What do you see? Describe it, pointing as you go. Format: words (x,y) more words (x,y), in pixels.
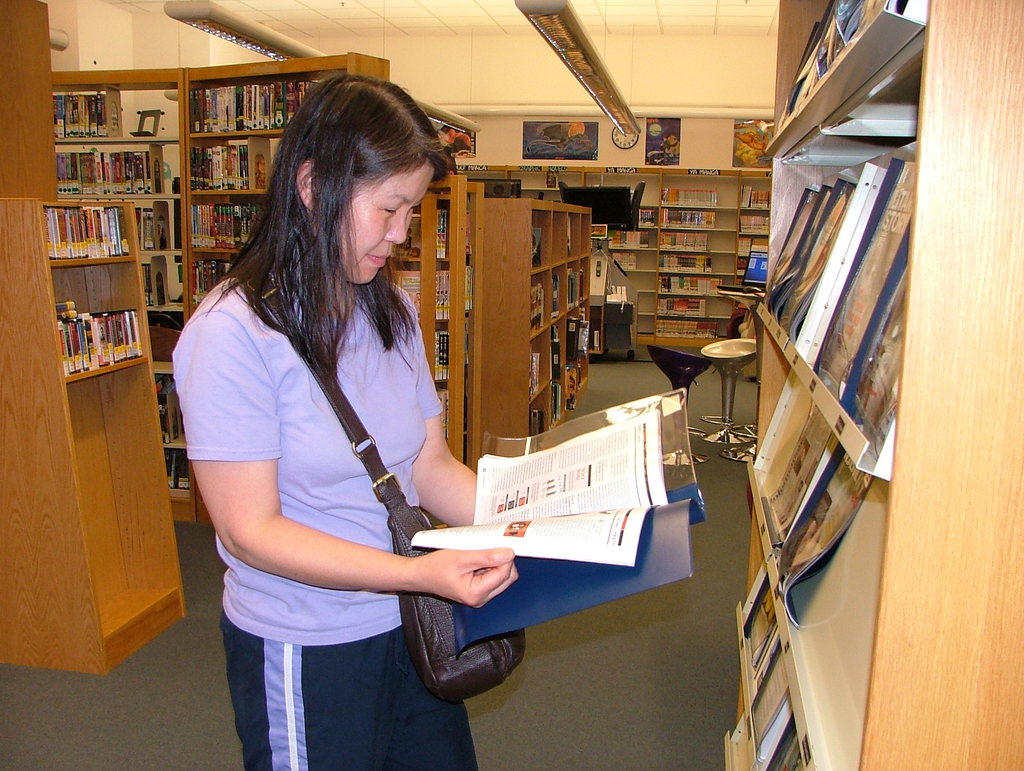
In this image, we can see a woman (338,444) is wearing a bag (500,659) and holding paper (466,533). Here we can see so many wooden bookshelves (58,463) with books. Background (687,362) we can see stools (722,373) on the floor (728,562). Top of the image (308,24), there is a ceiling (385,11) and lights (208,33). Here we can see few poster (760,145) and clock (618,143) on the wall (719,145).
